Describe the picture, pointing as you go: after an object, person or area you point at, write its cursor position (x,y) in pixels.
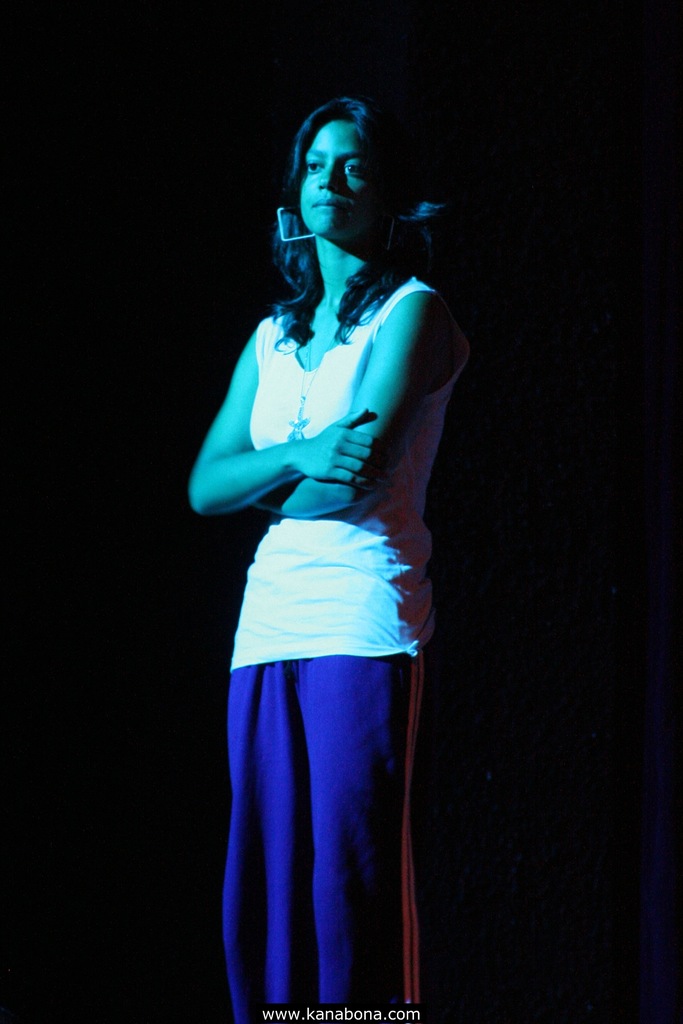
In the center of the image (327,434) we can see a woman (358,497) wearing a white top (386,544) and the background (152,166) is in black color. At the bottom (309,1013) there is text (330,1016).
